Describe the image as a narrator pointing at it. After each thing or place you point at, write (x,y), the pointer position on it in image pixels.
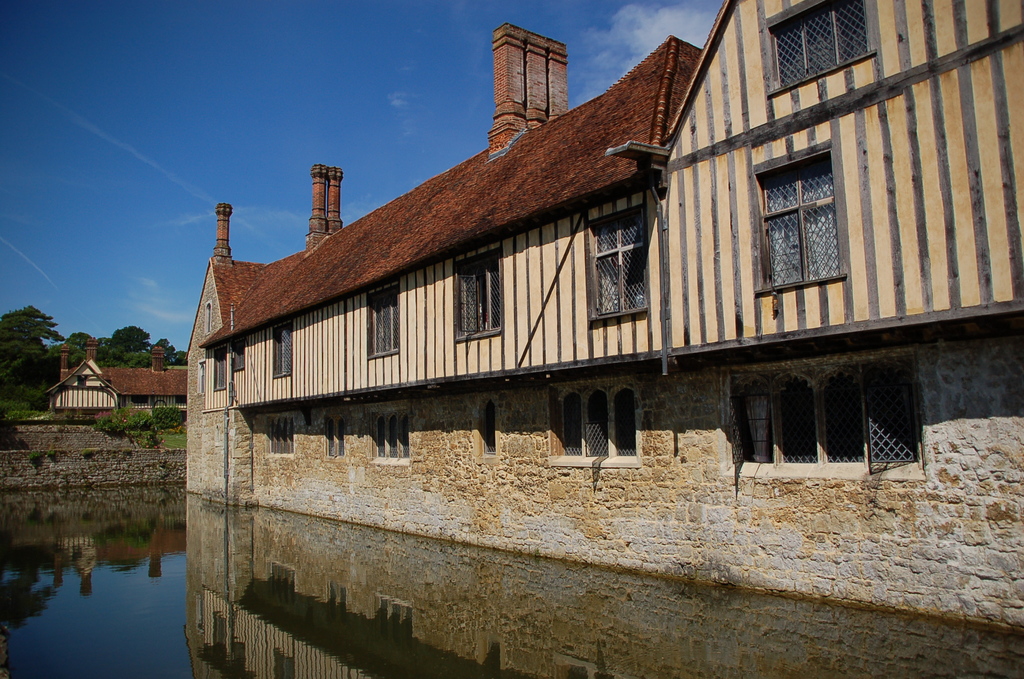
In this image we can see the water (190,630), the stone houses (334,471), shrubs (164,426), stone wall (20,440), trees (4,387) and the blue color sky (272,137) with clouds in the background (332,113).
